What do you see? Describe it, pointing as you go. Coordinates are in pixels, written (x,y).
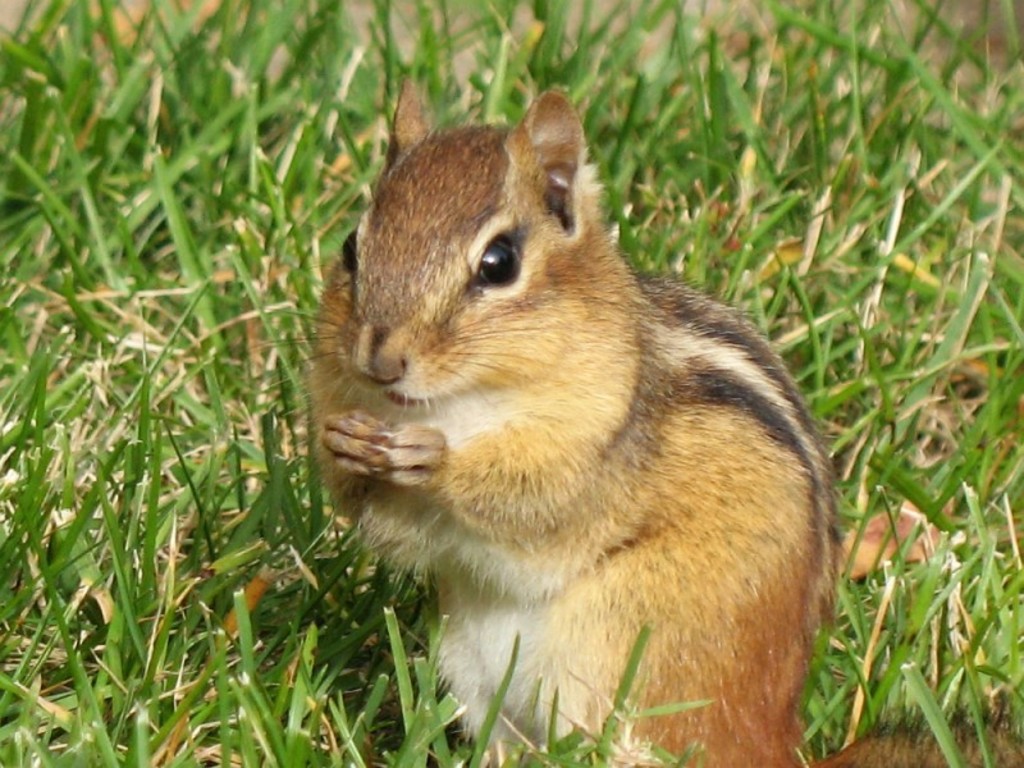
In this image, we can see a squirrel (484,402). There is a grass (316,298) on the ground (810,139).
